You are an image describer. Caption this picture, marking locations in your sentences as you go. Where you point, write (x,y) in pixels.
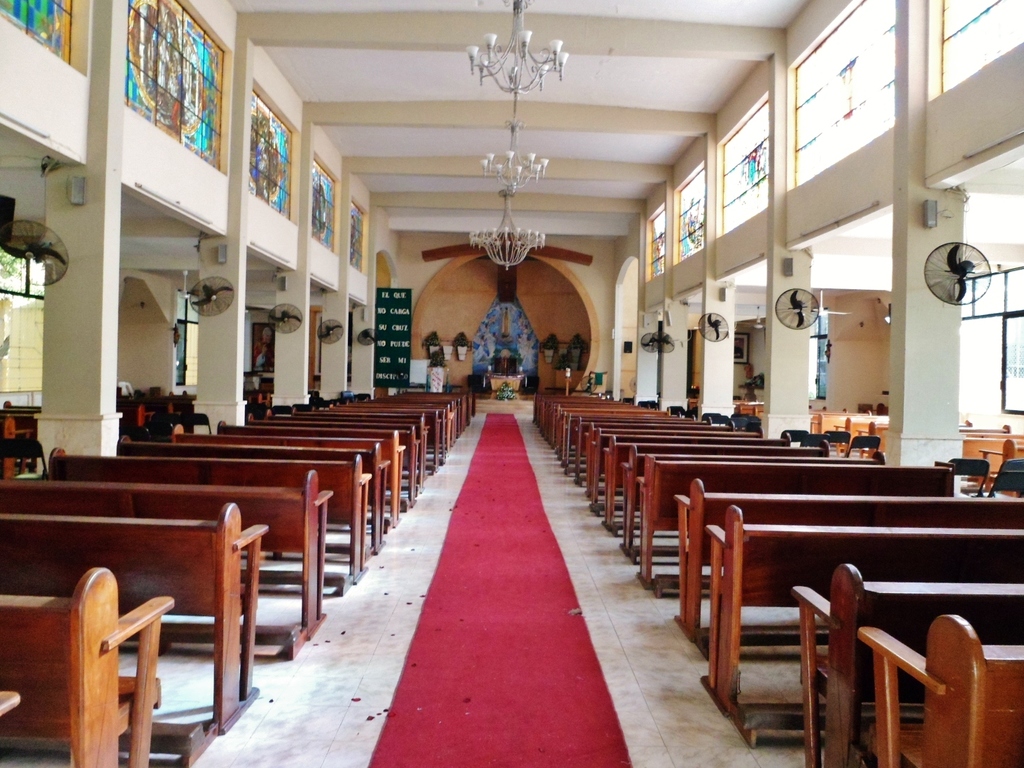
In this image we can see a inside view of a room (328,611) in which group of benches (694,631) are placed in the ground (263,609). In the right side (814,102) we can see group of fans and stained glass (845,89) on the walls (692,277). to the left side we can see hoarding (391,348). In the background (1006,367) we can see windows (1006,380) and chandeliers (492,245).
